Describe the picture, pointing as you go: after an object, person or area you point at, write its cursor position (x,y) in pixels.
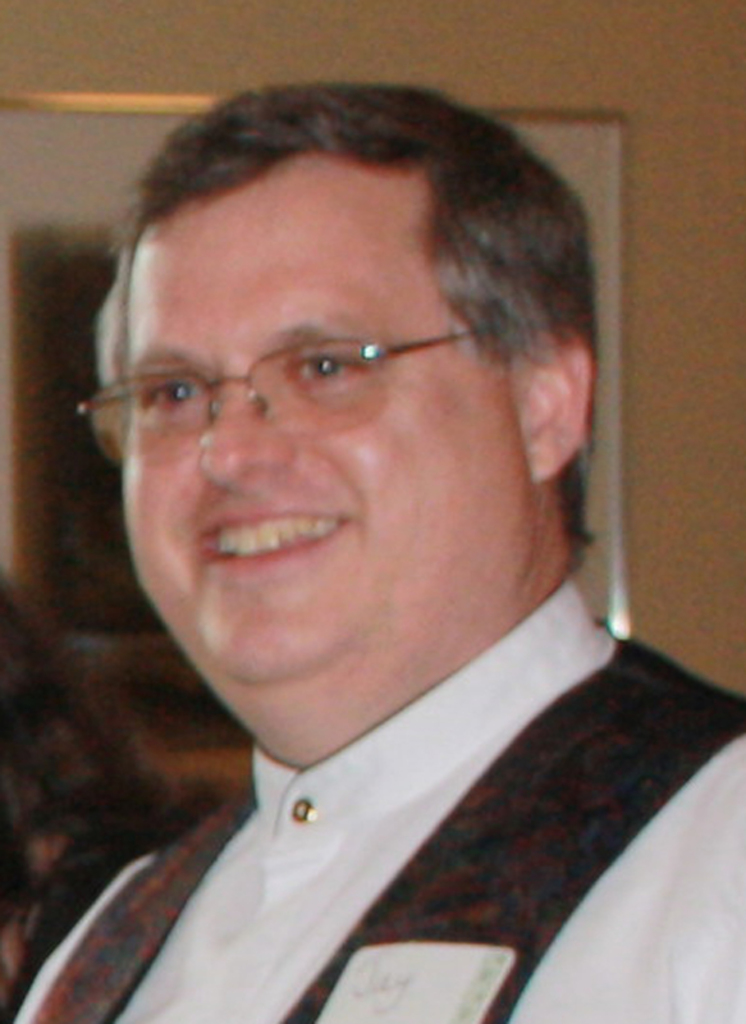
This image is taken indoors. In the background (627,209) there is a wall (44,58) with a picture frame (593,492). In the middle of the image (395,608) there is a man (370,830) with a smiling face (367,468).
